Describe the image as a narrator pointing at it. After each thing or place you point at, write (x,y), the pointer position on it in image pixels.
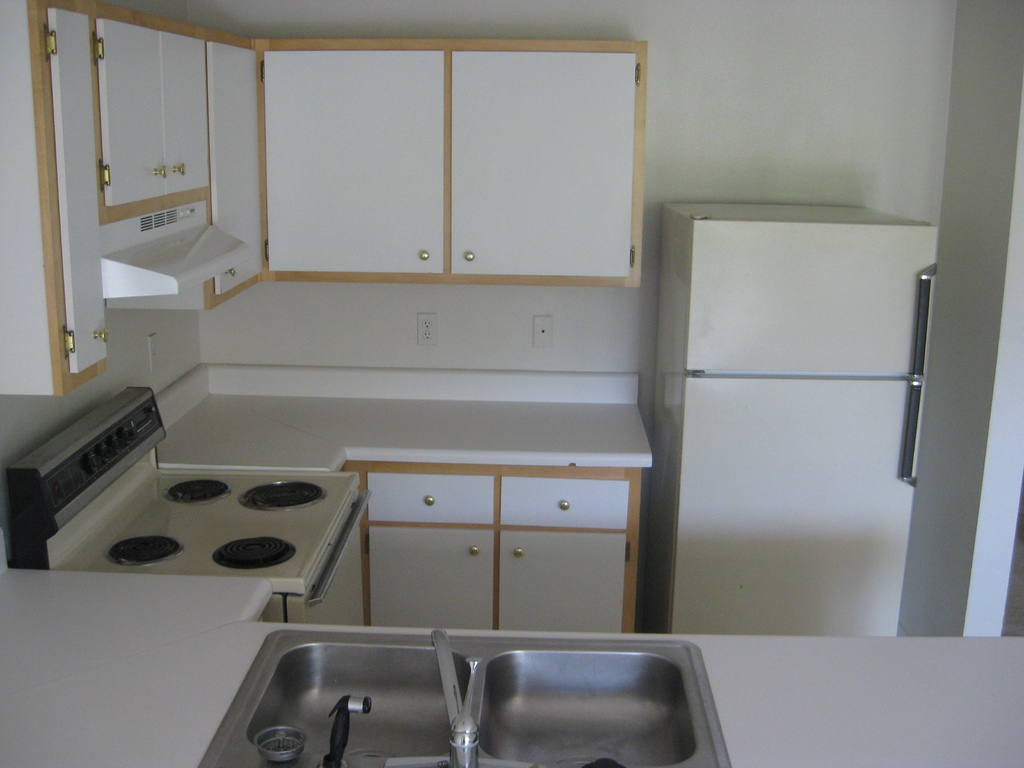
At the bottom of the image (846,758) there is a platform (815,720), sinks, taps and one bowl type object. In the background (863,323) there is a wall (823,132), fridge (804,437), chimney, electric stove (158,523), cupboards (421,530) and switch boards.
